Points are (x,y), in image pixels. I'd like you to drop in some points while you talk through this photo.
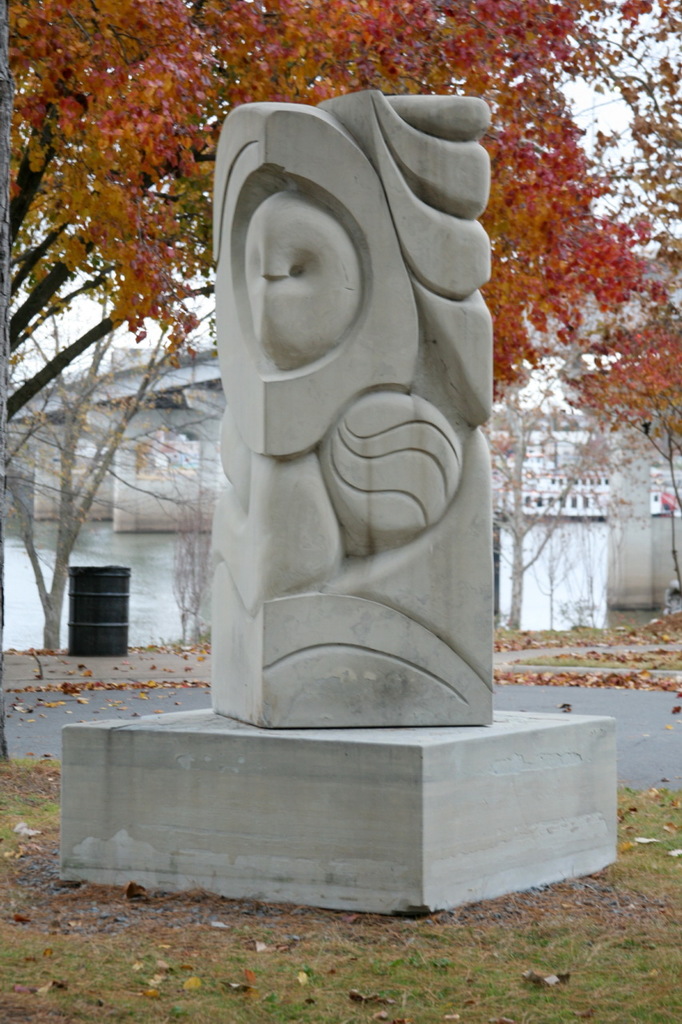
In this image, this looks like a sculpture (333,184), which is placed on the block (216,736). I can see the trees (299,53) with the leaves (573,265). In the background (571,466), that looks like a building (188,444). I think this is an iron barrel (118,607). Here is the grass (620,938). I can see the dried leaves (599,657) lying on the ground (620,784).
